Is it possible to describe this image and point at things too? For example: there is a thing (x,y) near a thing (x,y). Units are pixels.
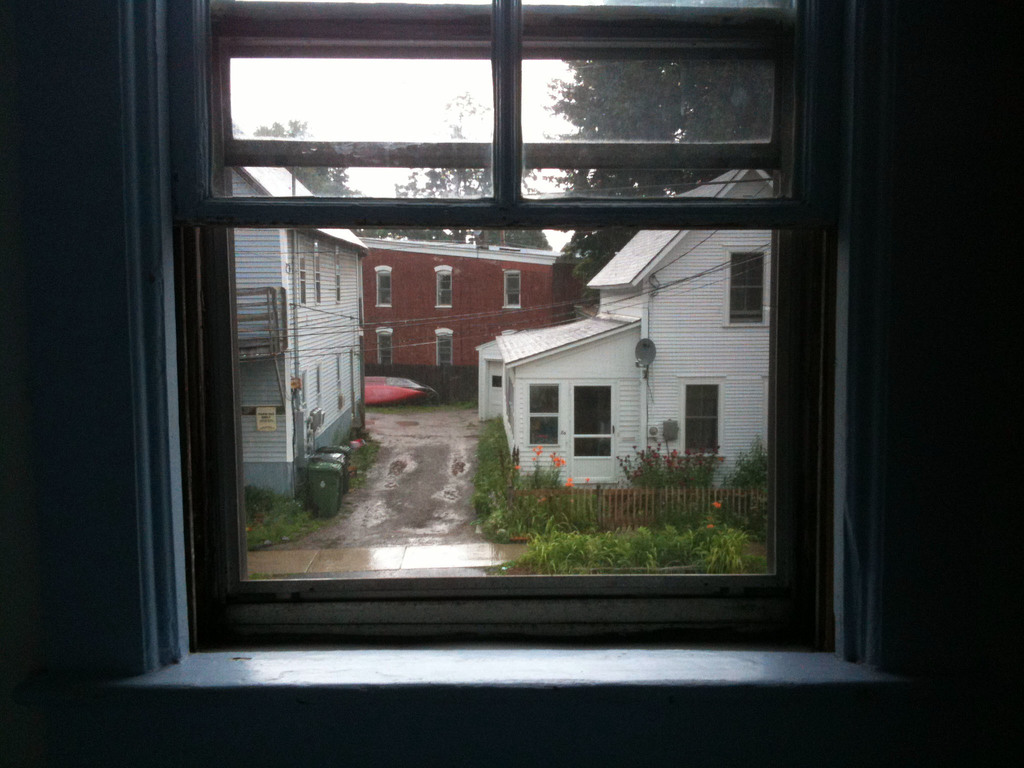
In this image there is a window (728,600) and we can see sheds (534,253), trees (699,108), bins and a fence (650,506) through the window glass (466,413).
